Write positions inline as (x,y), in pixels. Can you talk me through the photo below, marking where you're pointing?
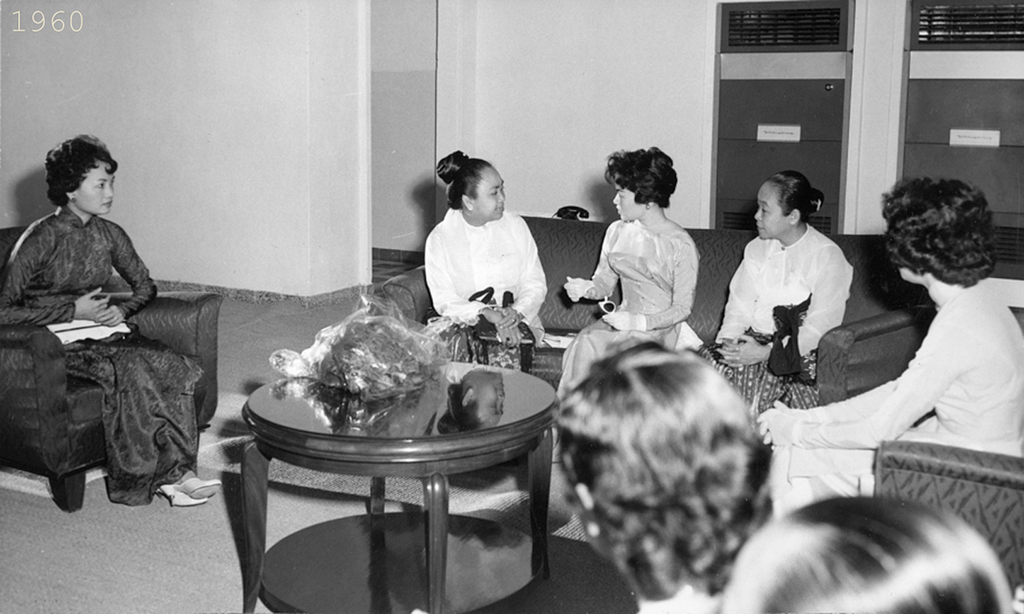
in this image there are group of woman (494,313) sitting in a couch (387,286) and talking to each other, another woman (122,305) sitting in a chair (13,408), and in between all these people (644,576) there is a table (386,429), there is one object (400,381) in the table (400,417) and at the background (829,132) there is door (804,136), name board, wall (277,130).
